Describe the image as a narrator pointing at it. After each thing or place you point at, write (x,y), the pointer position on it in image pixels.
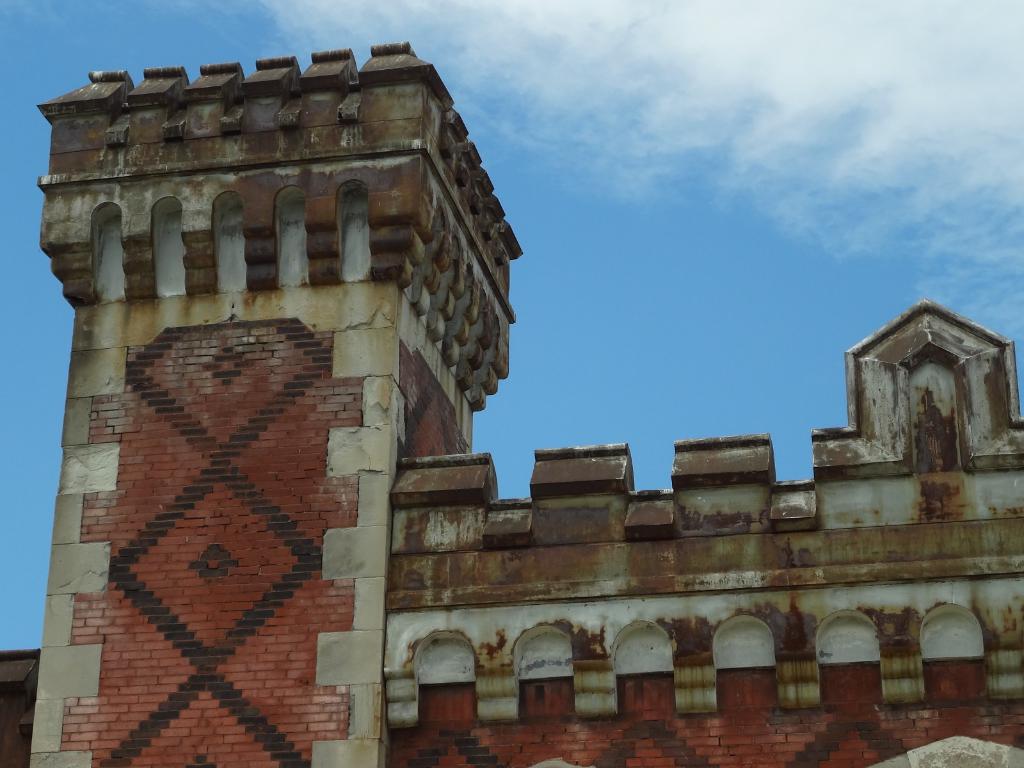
Here there is a building (581,642), this is sky (768,236).
